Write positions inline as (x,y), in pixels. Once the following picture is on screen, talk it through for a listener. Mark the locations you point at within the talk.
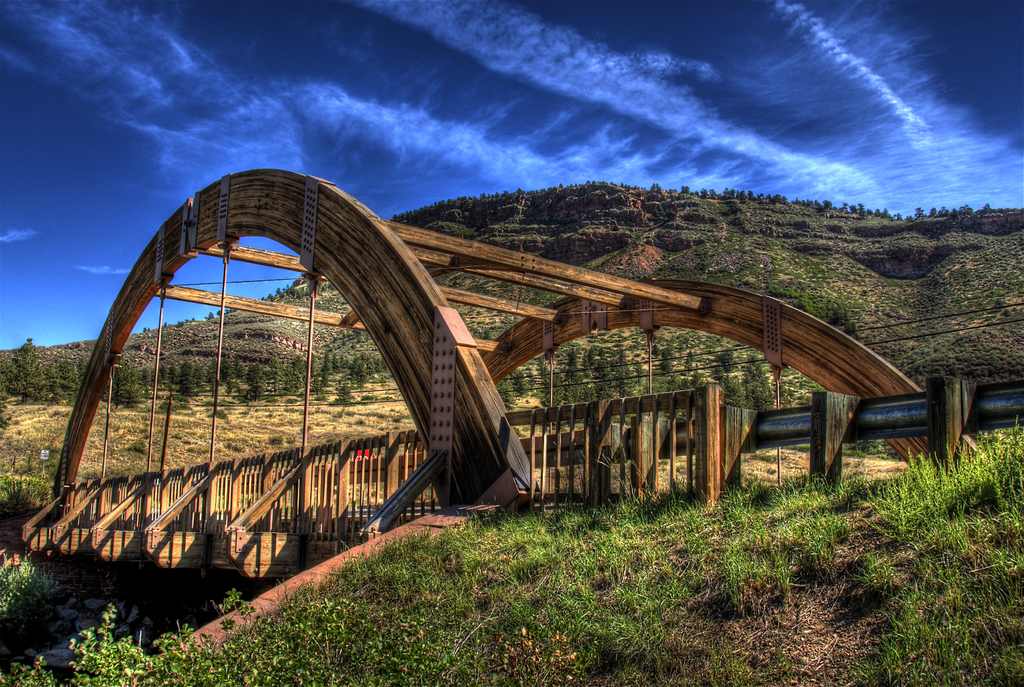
In this image, we can see a bridge (340,471) and we can see hills (583,260), stones (79,619) and there is an arch (377,289). At the top (443,101), there is sky (541,119) and at the bottom (615,598), there is ground (493,589) covered with grass (379,595) and plants (38,587).
